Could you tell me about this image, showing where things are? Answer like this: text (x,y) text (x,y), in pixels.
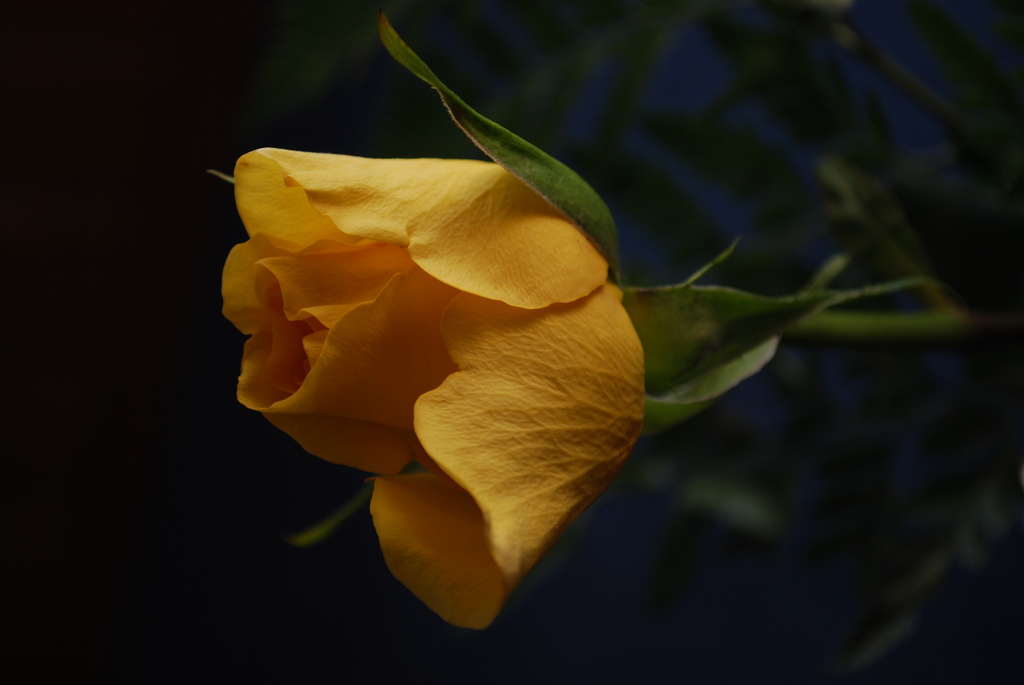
In this image we can see a rose flower (485,365) which is in yellow color.
